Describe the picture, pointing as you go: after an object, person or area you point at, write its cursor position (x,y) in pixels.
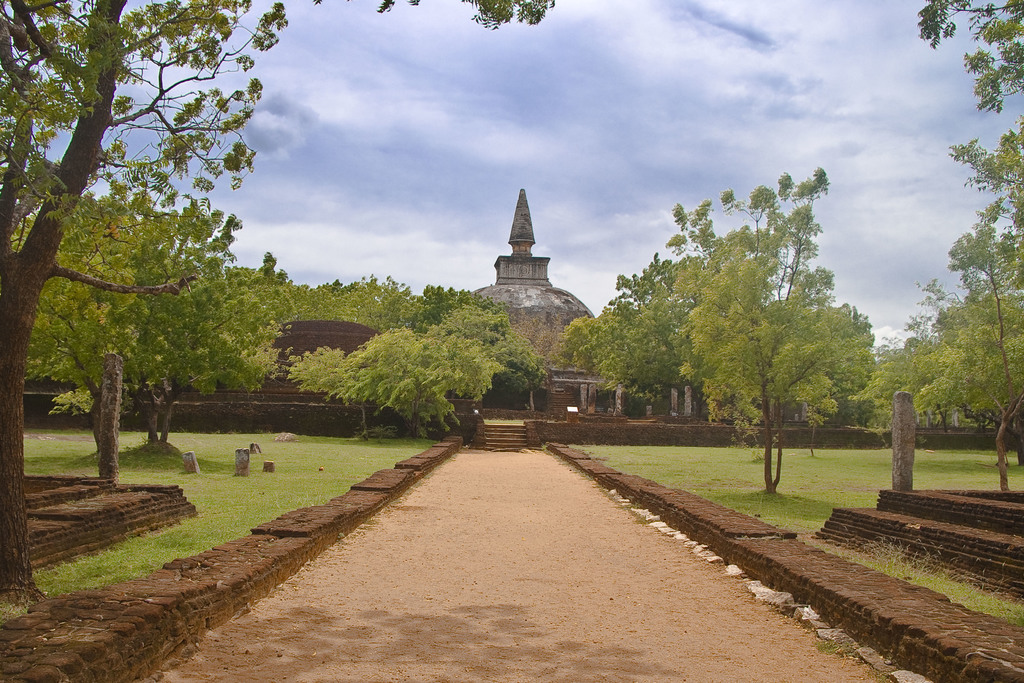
In the center of the image (486,454) there is a road (501,549). There are stairs (506,450). There is a building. On both right and left side of the image (199,492) there is grass (296,492) on the surface (293,475). There are pillars (905,429). In the background of the image (823,396) there are trees (503,343) and sky (654,90).
